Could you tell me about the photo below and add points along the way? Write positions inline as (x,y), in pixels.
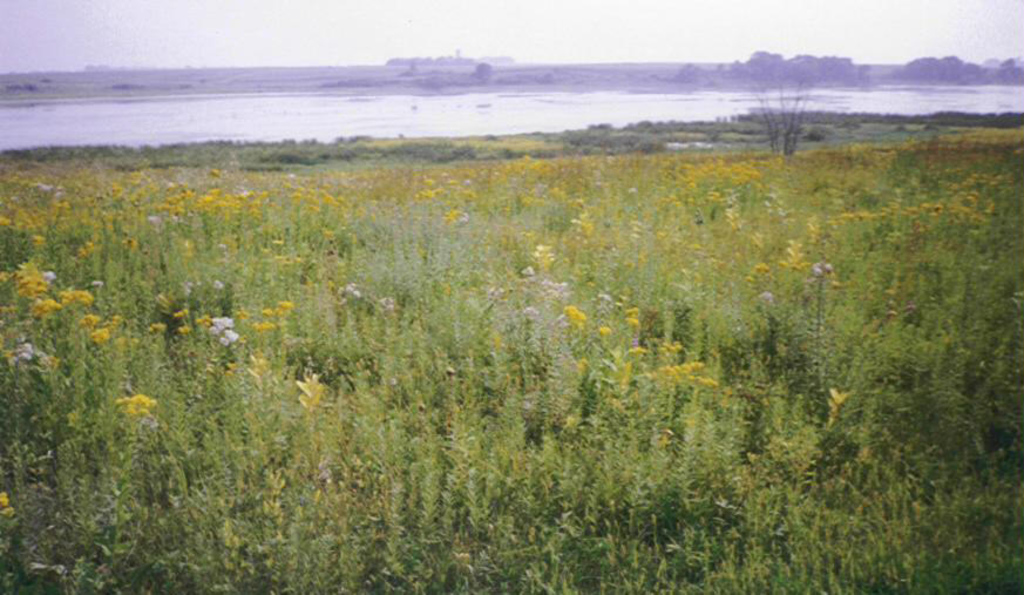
Plants (381,307) with flowers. Far there is a water (563,109).
